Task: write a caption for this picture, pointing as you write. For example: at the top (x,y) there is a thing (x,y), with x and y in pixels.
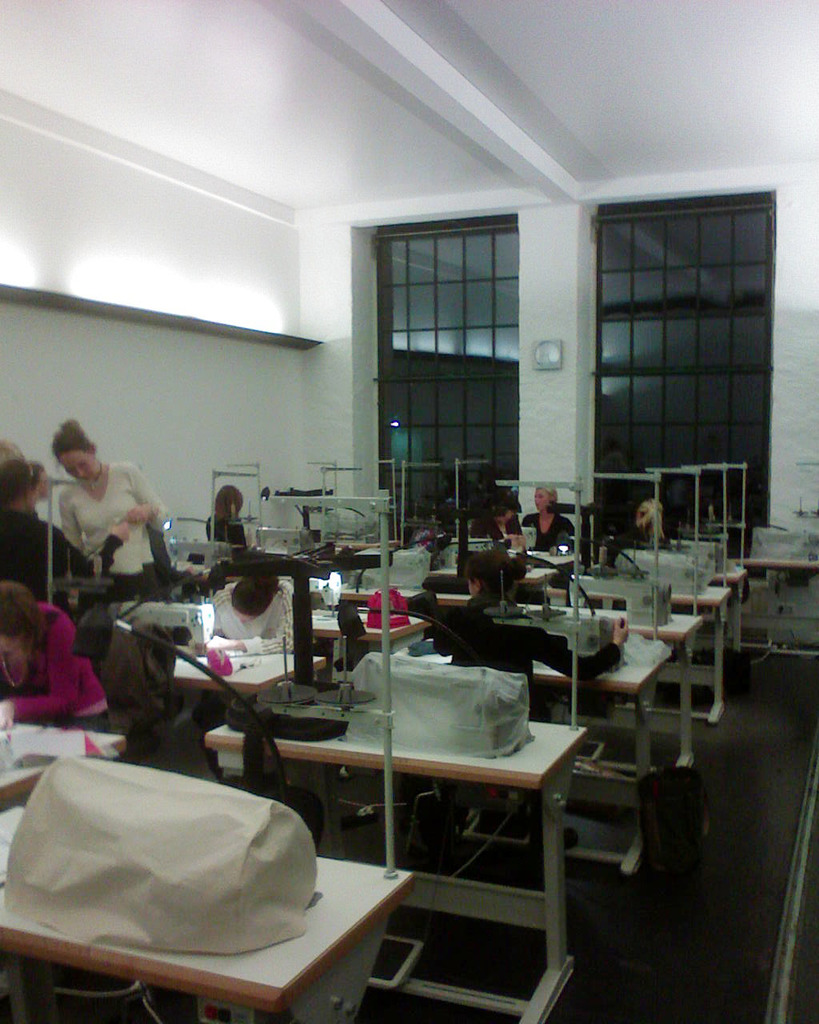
The image is taken inside a room (452,823). On the left side of the image (12,452) there are people (32,676) standing. There is a lady (462,646) sitting on a chair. There are machines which are covered with a cover (202,861) and there are stands (404,515) which are attached to the table (317,875). In the background (601,514) there is a window (481,469).
